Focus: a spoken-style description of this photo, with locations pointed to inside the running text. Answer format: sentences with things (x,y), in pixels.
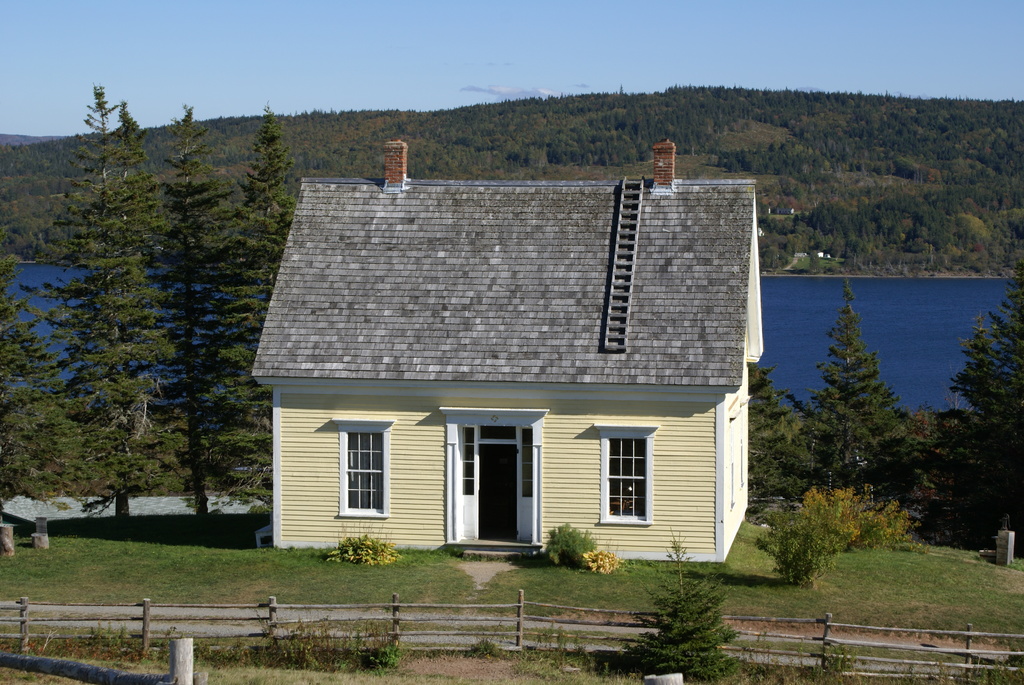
In the center of the image (406,308), we can see a shed (480,313) and in the background (276,122), there are trees (265,154) and hills (810,136) and we can see some plants (805,555), poles (1010,549) and there is a fence (257,606) and there is water (920,331). At the top (356,52), there is sky (338,41).
